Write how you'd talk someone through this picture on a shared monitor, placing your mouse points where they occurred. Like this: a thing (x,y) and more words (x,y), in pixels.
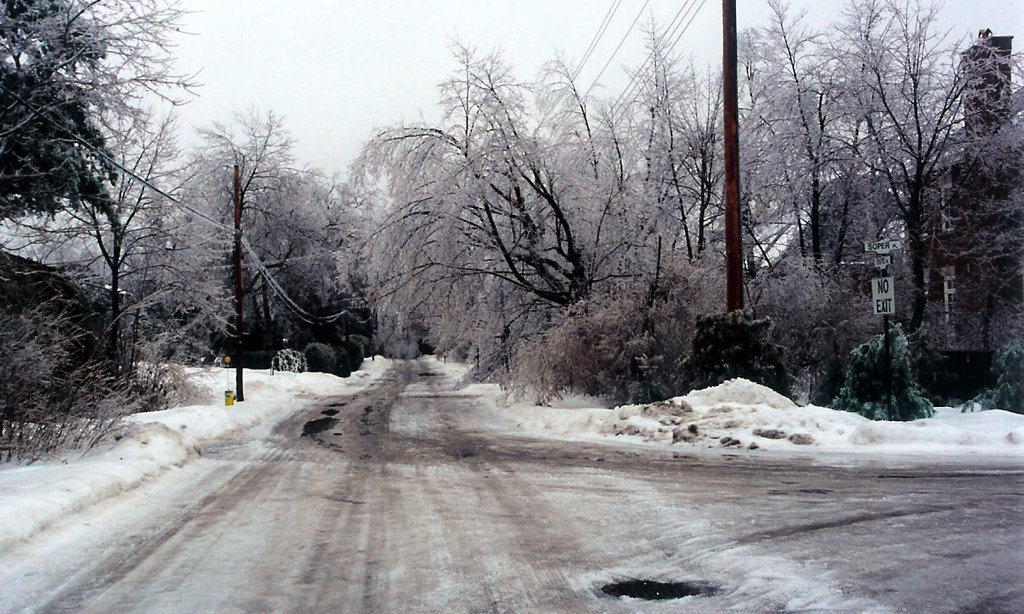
In the middle (420,386) it is a road (485,578), which is covered with the snow (389,477) and there are trees (511,306) on either side of this road (442,447). In the right side (890,284) there is a sign board (872,289).
